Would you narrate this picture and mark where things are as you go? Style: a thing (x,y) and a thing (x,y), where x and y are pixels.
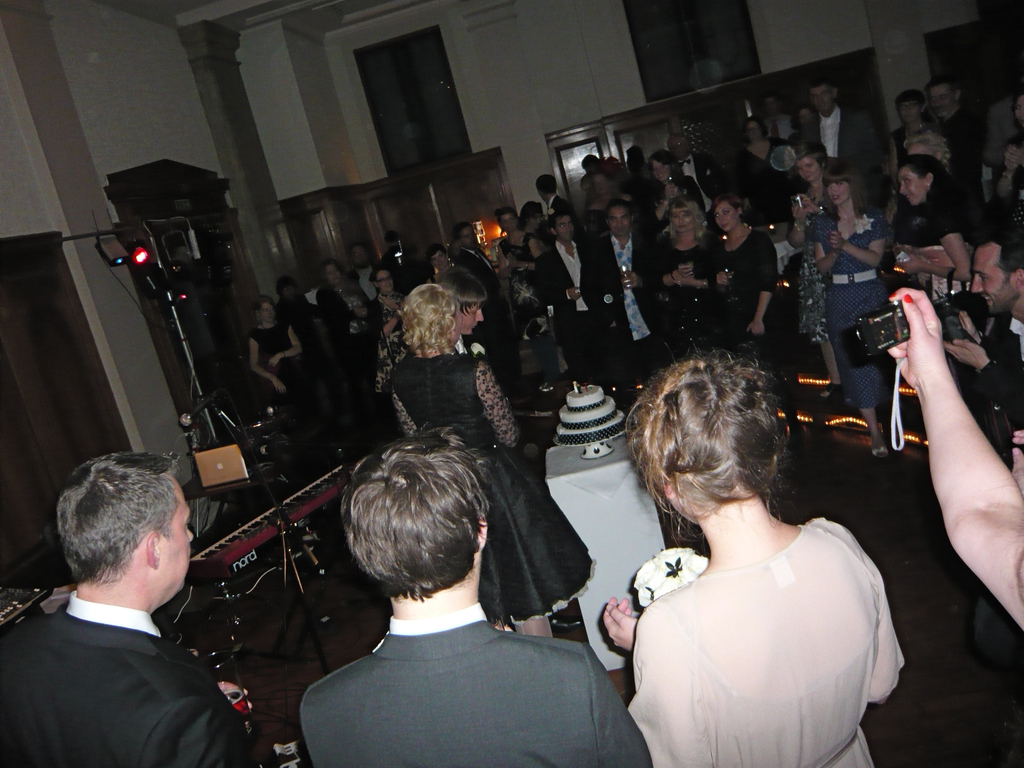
A couple (480,298) are celebrating their engagement with people (105,474) gathered around them.
